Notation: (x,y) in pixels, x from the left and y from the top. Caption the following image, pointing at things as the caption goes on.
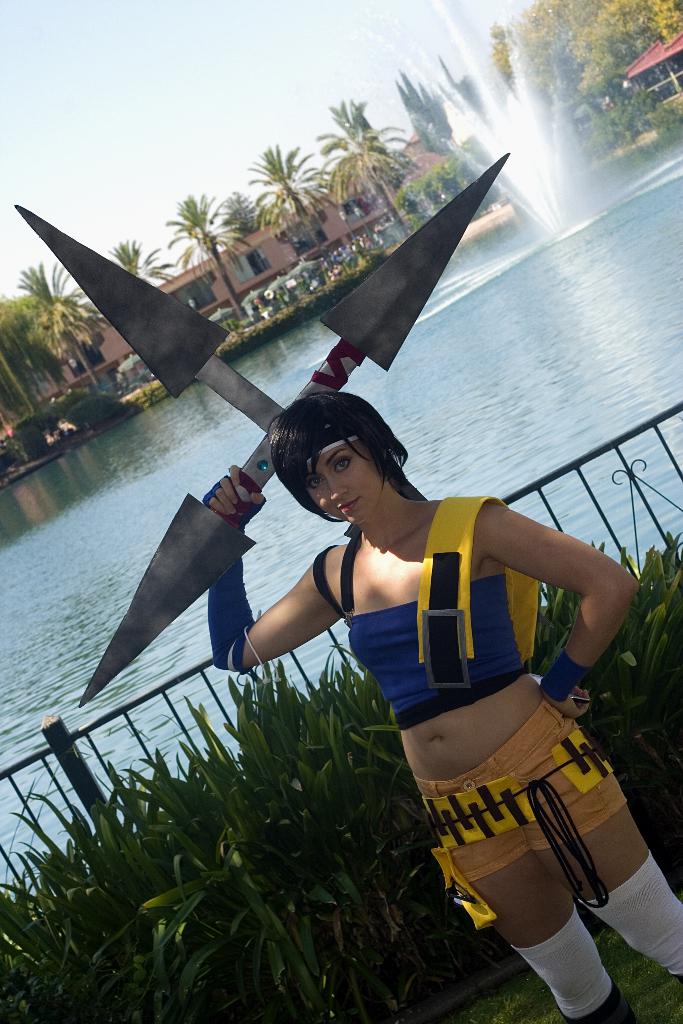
In this image we can see a woman (423,610) standing and holding an object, behind her we can see some plants (292,721), grille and a water fountain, in the background (80,313), we can see there are some trees (228,287), umbrellas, people (335,257), windows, shed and a building (273,241).
